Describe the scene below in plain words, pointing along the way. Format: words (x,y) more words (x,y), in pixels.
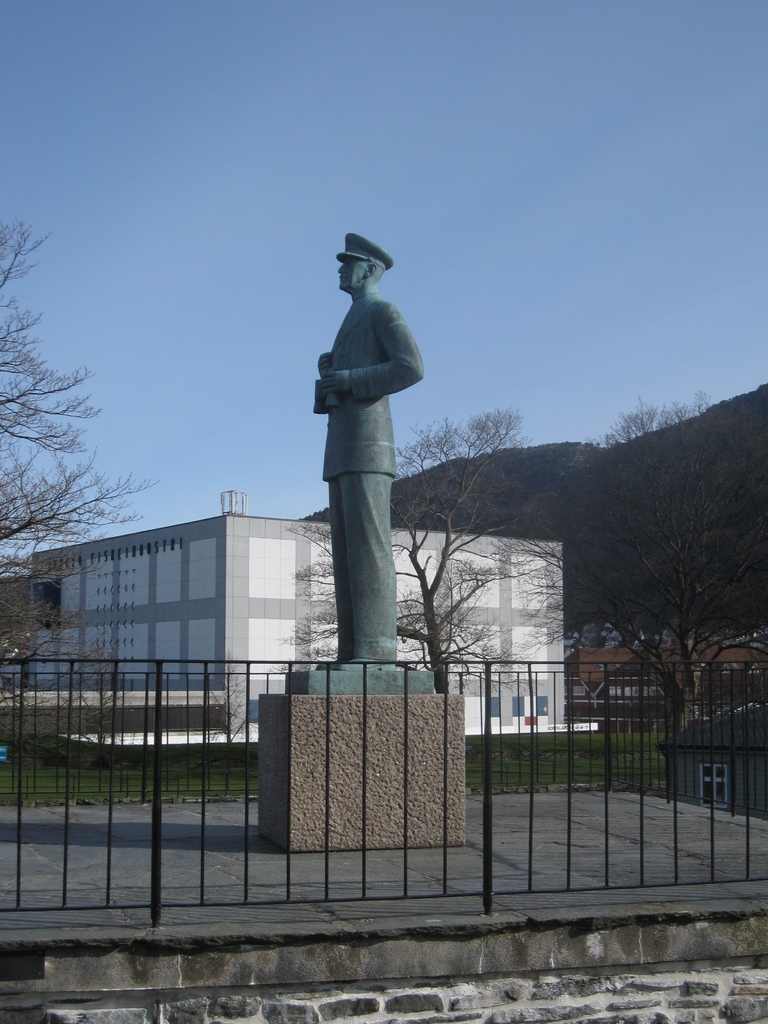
In this image there is a fencing (291,712), behind the fencing (327,671) there is a statue (412,689), on either side of the statue (384,624), there are trees (65,524), in the background (125,557) there is a building (269,520), mountain (559,476) and a sky (444,137).
